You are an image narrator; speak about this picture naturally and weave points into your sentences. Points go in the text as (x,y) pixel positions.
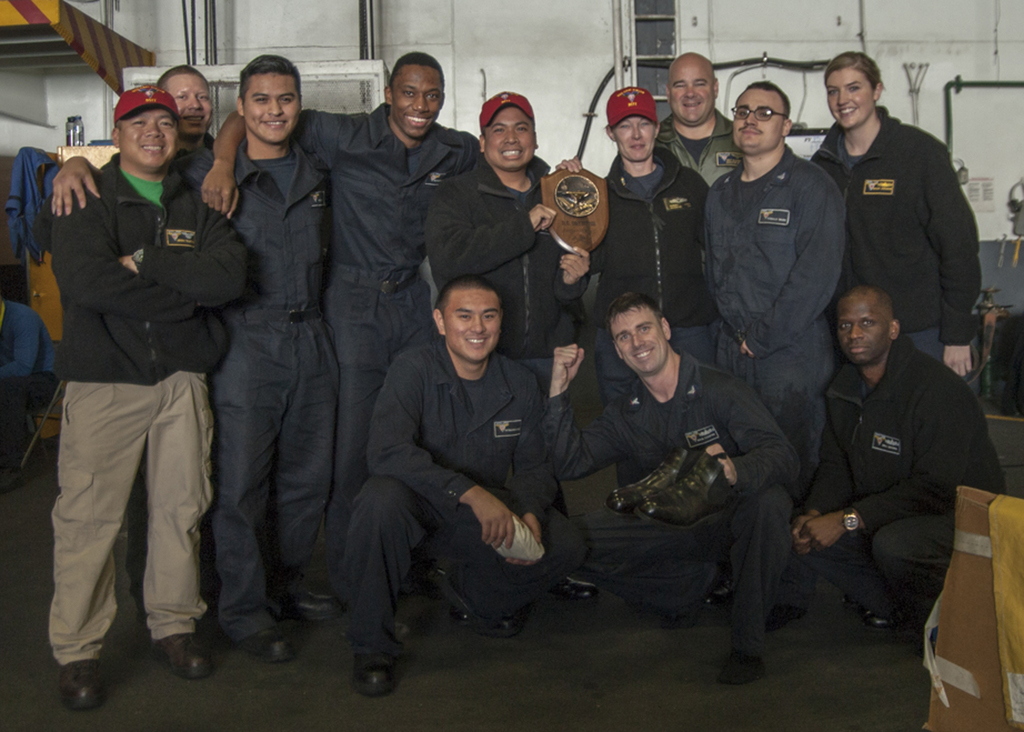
There are persons (698,86) smiling and standing. Some of them are squatting on the floor (561,627). In the background (985,155), there is white wall (480,12), a person (20,330) sitting and there are other objects (20,180).
